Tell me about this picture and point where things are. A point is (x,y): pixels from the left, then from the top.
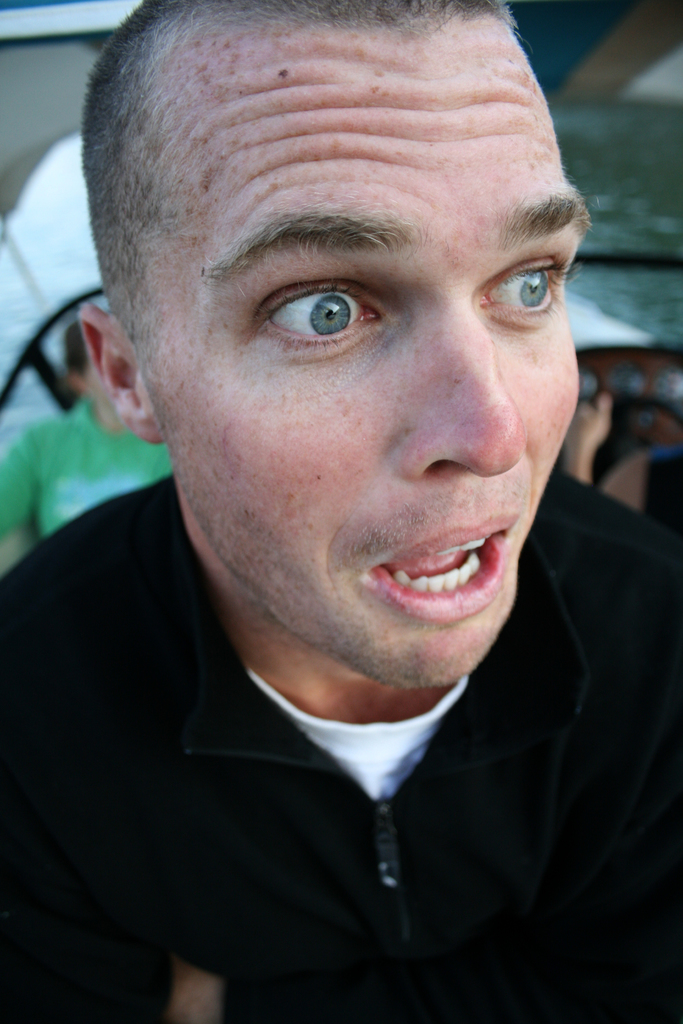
In this picture there is a man (215,827) wearing black jacket (498,857). The background (63,31) is blurred. In the background (61,5) there is a ship (35,353) in the water (596,239). On the left (97,467) there is a person (76,476) in green t-shirt (95,479). On the right (621,464) there is another person (651,453).
